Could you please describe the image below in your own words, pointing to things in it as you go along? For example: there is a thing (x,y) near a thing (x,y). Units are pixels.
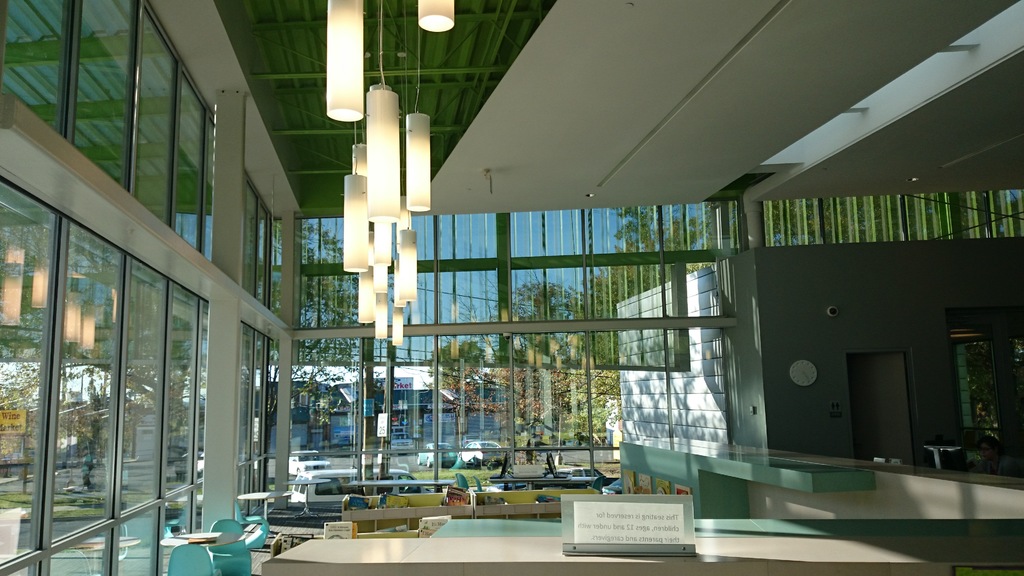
In this picture we can see a room (776,417) on the right side (803,410), there is a clock (797,377) here, we can see glass (332,415) here, from the glass (438,471) we can see some vehicles (345,478), trees (322,291) and a board (12,413), there is a table (475,544) and chairs (232,549) here, we can see a board (618,544) here, there are some lights (369,214) here.
